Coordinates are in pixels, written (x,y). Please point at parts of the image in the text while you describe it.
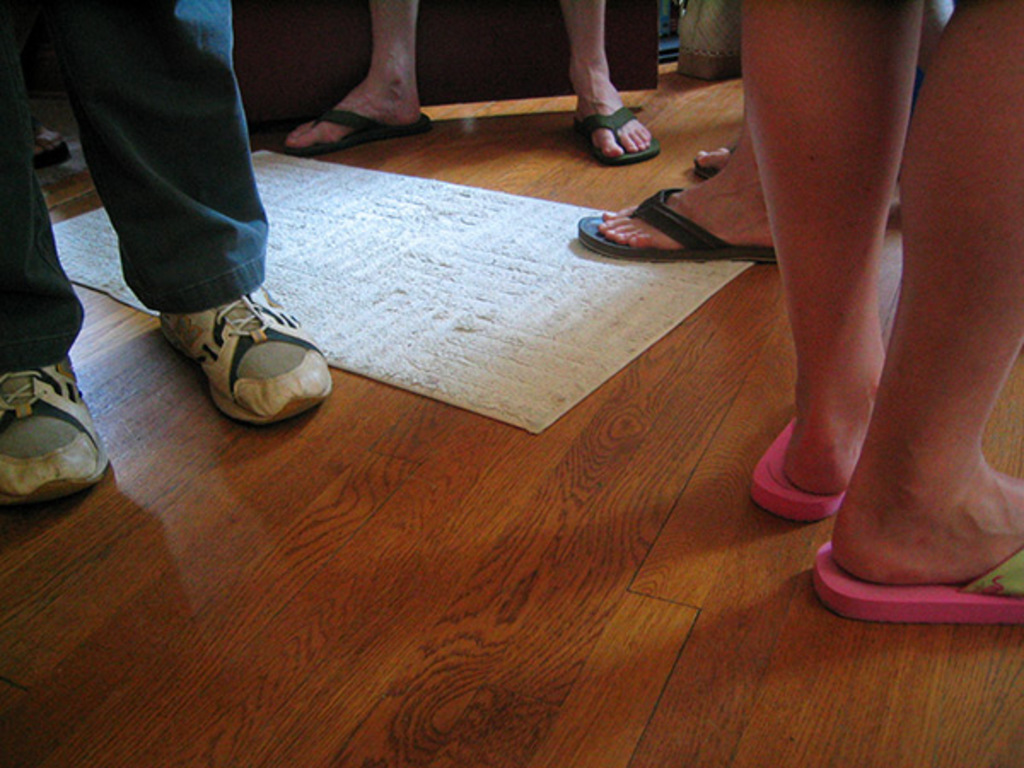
Here we can see legs (799,133) of few persons (964,556). This is floor (581,627) and there is a mat (502,302).
